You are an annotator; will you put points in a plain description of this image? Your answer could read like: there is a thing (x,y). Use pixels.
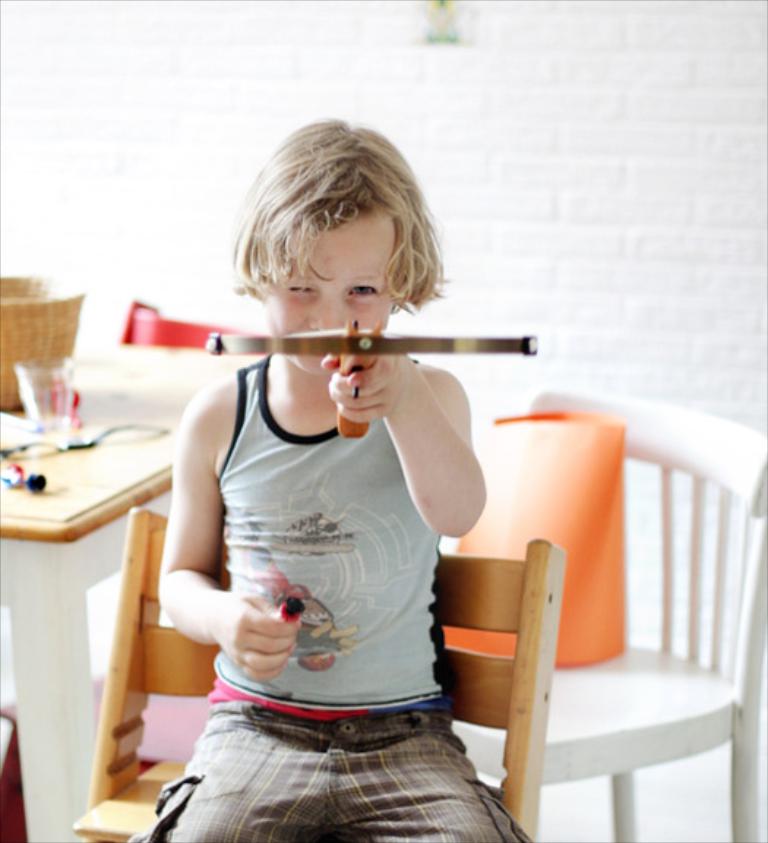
As we can see in the image there is a white color wall (593,212), two chairs (535,615) and a table (108,494). On table (89,480) there is a basket (37,309) and a glass (40,382) and there is a boy (332,294) sitting on chair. This boy (304,644) is wearing grey color shirt (347,539) and on the right side (670,683) there is a white color chair (667,574). On this chair (666,494) there is a handbag (564,479).
